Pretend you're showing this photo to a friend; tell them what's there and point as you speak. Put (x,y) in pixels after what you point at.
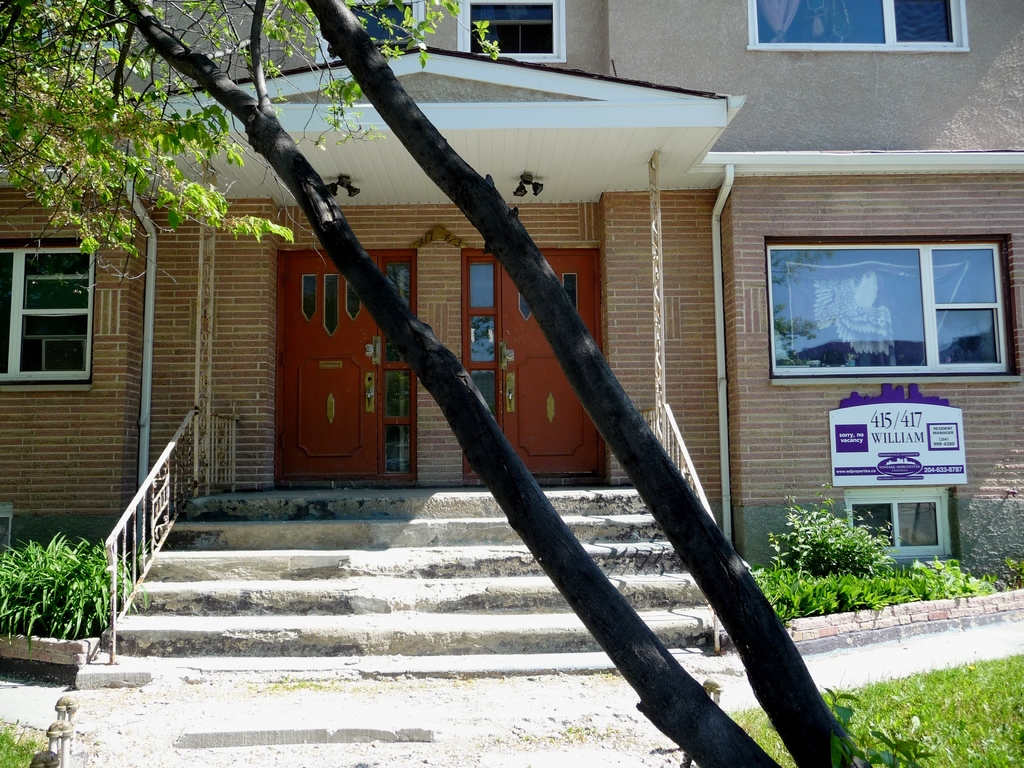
In this picture we can see trees (103,128), plants (829,690), steps (267,534), iron fence (669,406) and a building (766,181) with windows (883,302), a board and doors (351,357).
